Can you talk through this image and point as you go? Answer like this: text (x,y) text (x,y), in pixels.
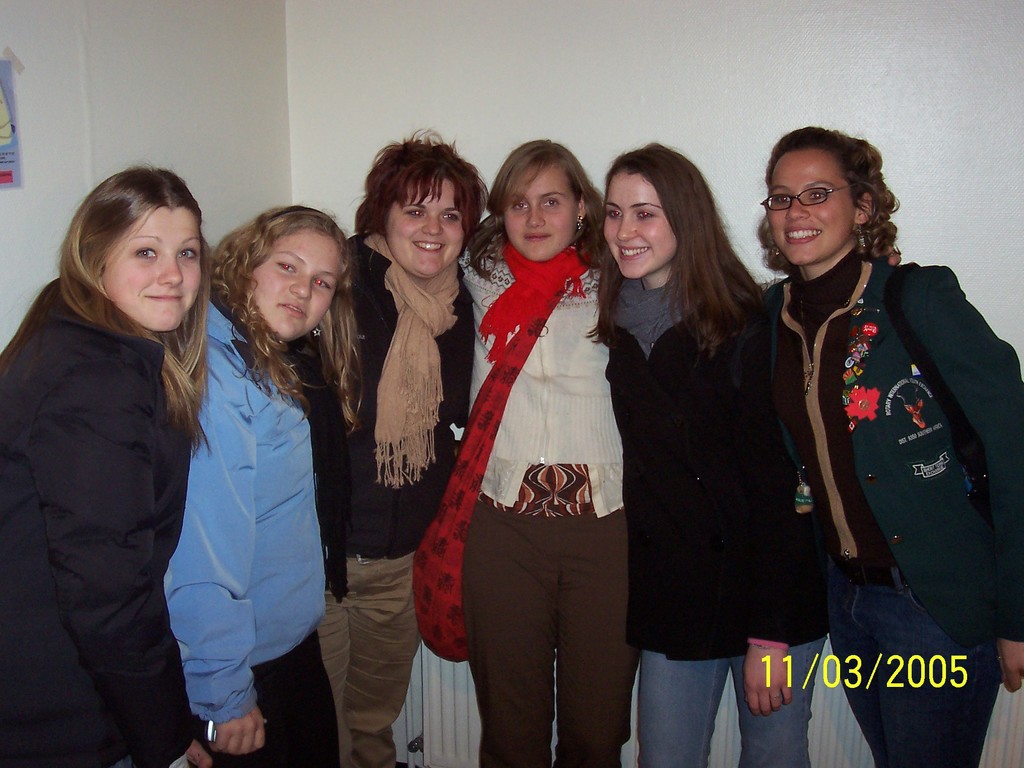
In this image there is a poster (0,85) on wall (72,148) in the left corner (15,72). There are six people (82,277) in the foreground (730,600). There is some text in the right bottom corner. And there is a wall (618,20) in the background (472,4).
